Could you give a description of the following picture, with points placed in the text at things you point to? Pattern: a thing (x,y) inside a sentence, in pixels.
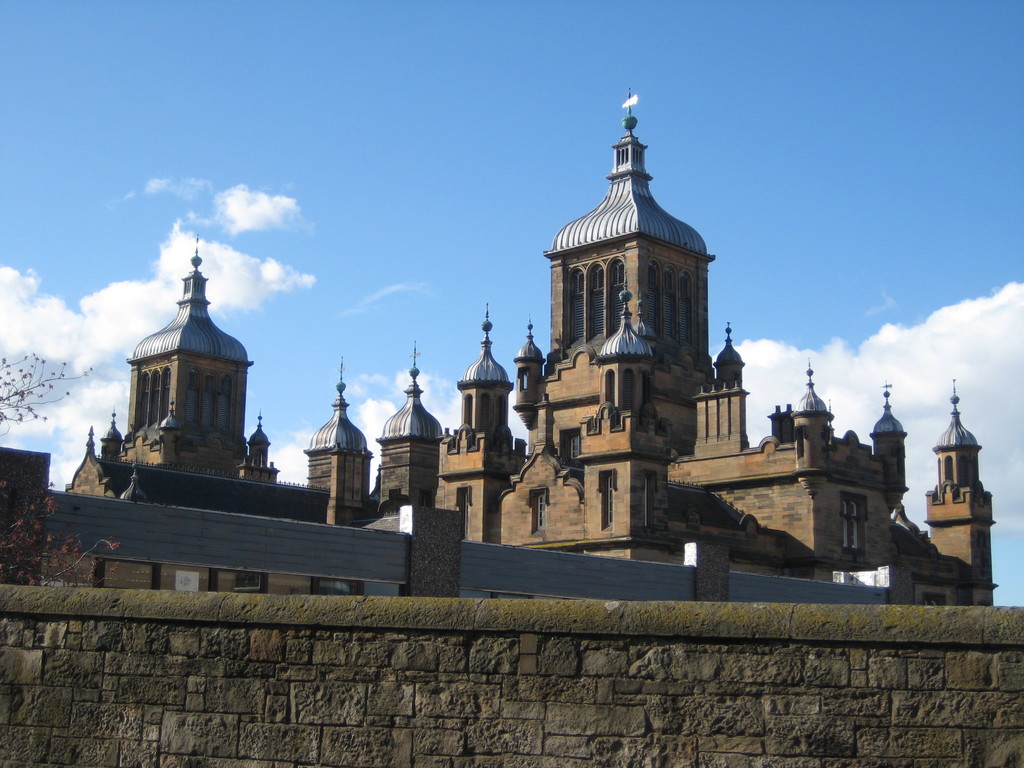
In this picture we can see a building (151,544) with windows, tree (67,541), wall (897,714) and in the background (159,200) we can see the sky (882,209) with clouds (32,354).
